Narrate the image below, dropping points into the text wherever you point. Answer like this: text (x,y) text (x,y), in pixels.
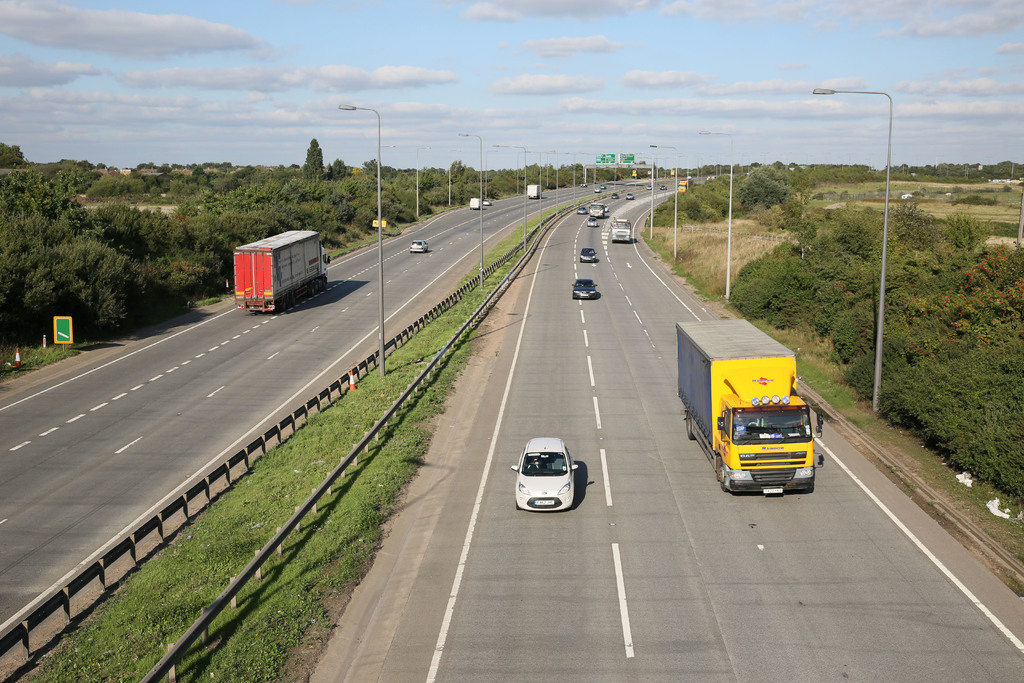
We can see in the image, there is a road (224,398) and some vehicles (266,309) roaming on road (696,450) and beside the road (386,315) there are street lamps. On the top (528,53) there is sky (389,39) and clouds (163,50). On the ground (52,641) there are a lot of trees (930,327).
